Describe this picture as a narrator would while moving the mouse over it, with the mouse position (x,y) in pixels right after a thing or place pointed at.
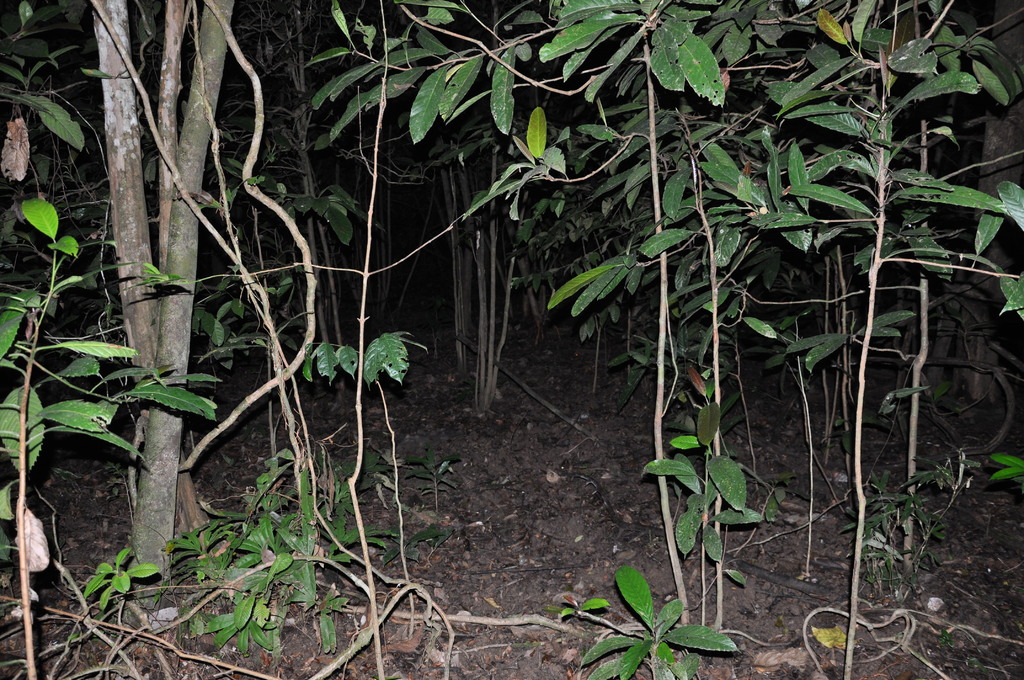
This is the zoom-in picture of the plants (695,195). The land (565,506) is brown in color.
